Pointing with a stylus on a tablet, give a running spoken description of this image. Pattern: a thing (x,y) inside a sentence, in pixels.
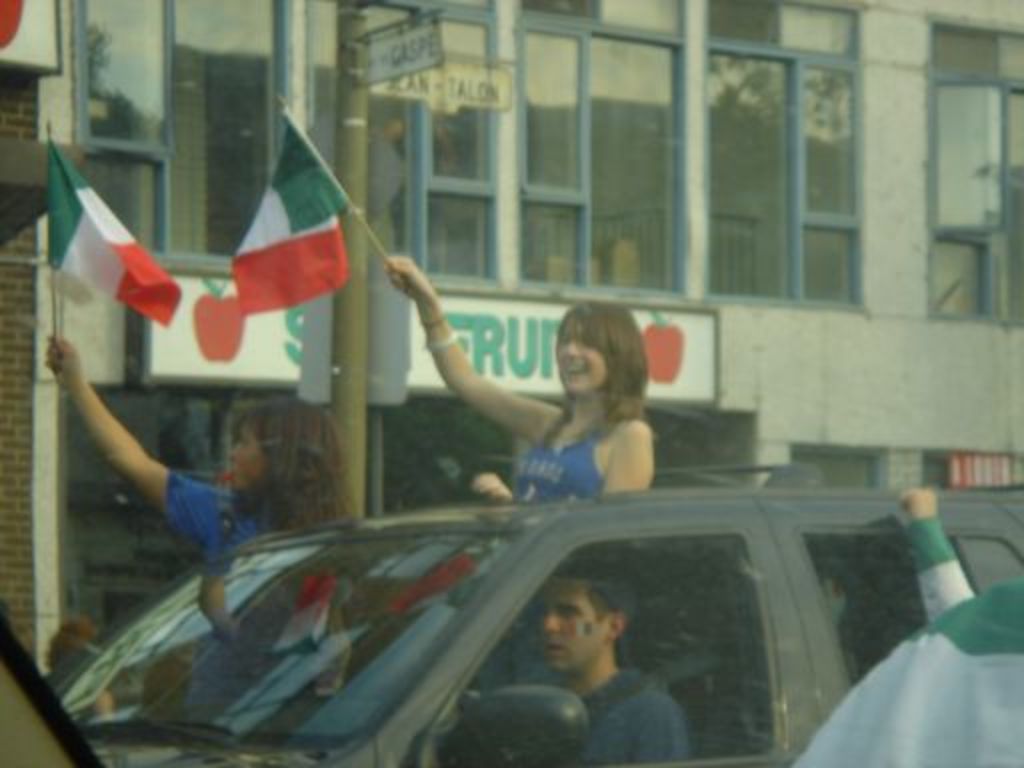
In the image we can see in a car (1008,522) there are people (564,382) who are sitting and standing and they are holding a flag (382,256).
